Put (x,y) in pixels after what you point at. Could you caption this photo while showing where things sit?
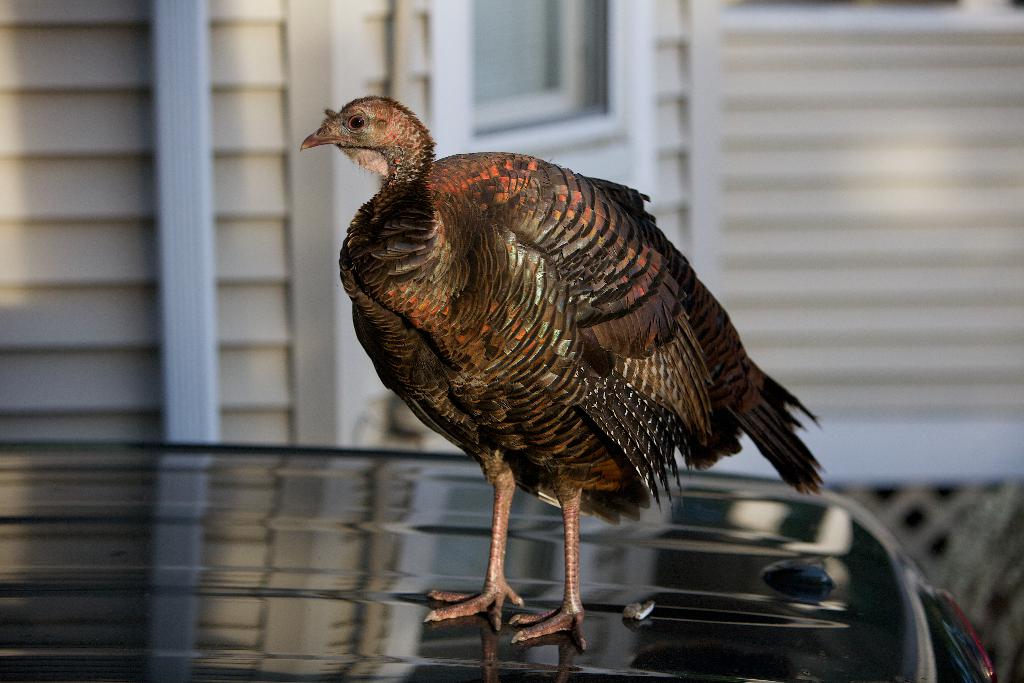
In the center of the image (532,296) a turkey (501,305) is present on the car (225,480). In the background of the image (574,100) we can see a window (565,46), wall (980,427) are present.
